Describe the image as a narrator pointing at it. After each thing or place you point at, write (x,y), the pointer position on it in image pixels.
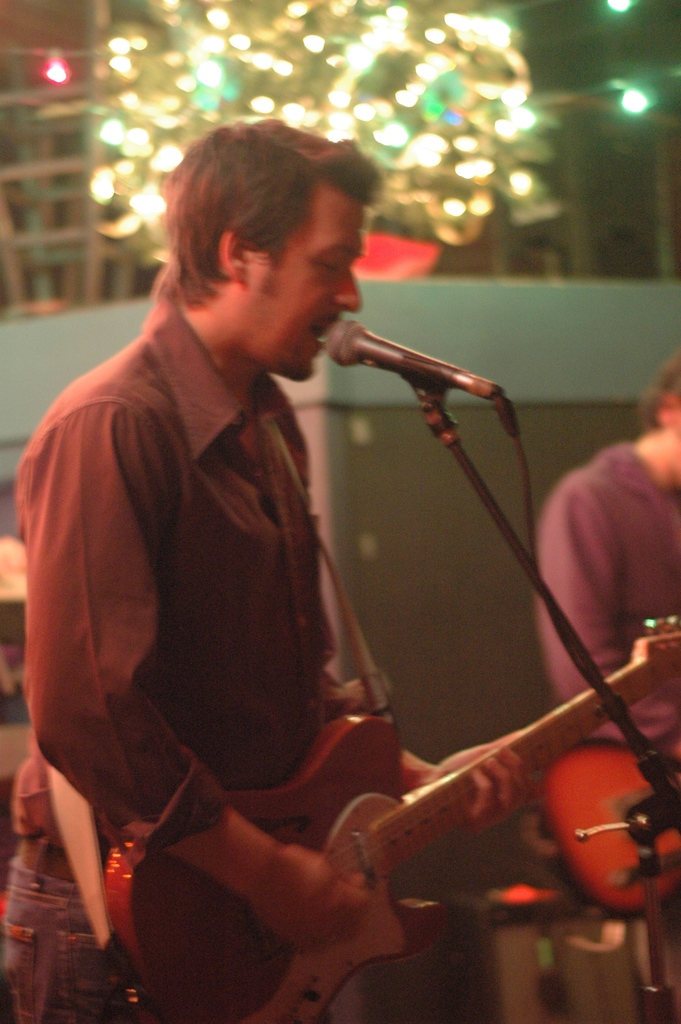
This is a picture taken in a restaurant (402,535), the man (170,538) is holding a guitar (307,775) and singing a song in front of the man (310,347) there is a microphone (409,372) with stand (563,639). Behind the man (269,677) there is other person (601,646) is also holding a guitar (594,789) and a wall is decorated with lights (457,211).
